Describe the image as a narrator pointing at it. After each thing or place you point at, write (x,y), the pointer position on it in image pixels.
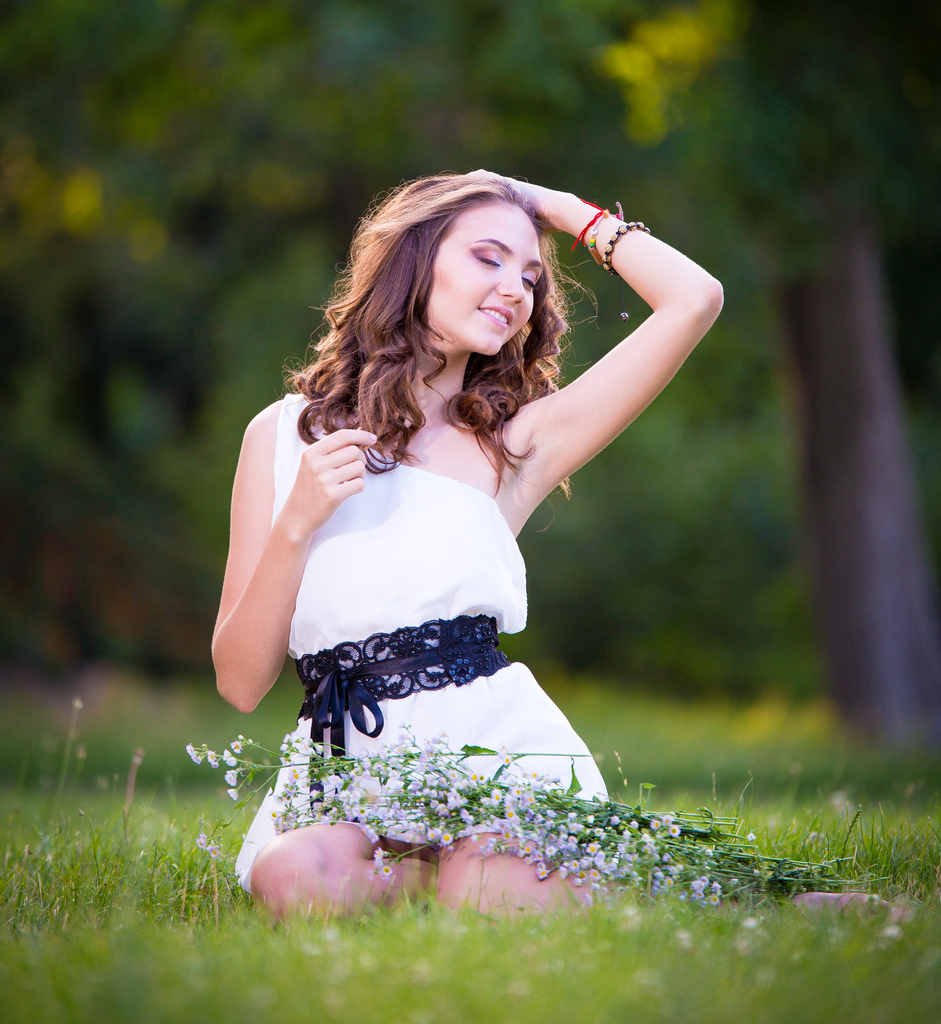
In the middle of this image (462,518) there is a woman (428,559) wearing a white color dress (398,564), sitting on the ground (596,958), smiling and giving pose for the picture. On the ground (174,937), I can see the grass (35,862). In the background (247,133) there are some trees (534,105).
